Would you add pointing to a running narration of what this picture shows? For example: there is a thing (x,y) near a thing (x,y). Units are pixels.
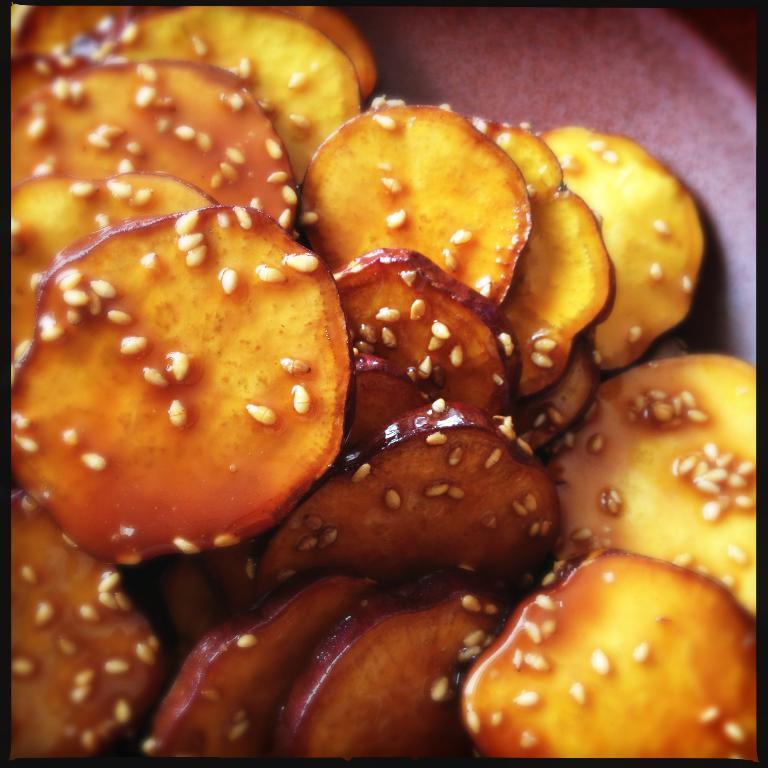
These are the food items (468,557).
